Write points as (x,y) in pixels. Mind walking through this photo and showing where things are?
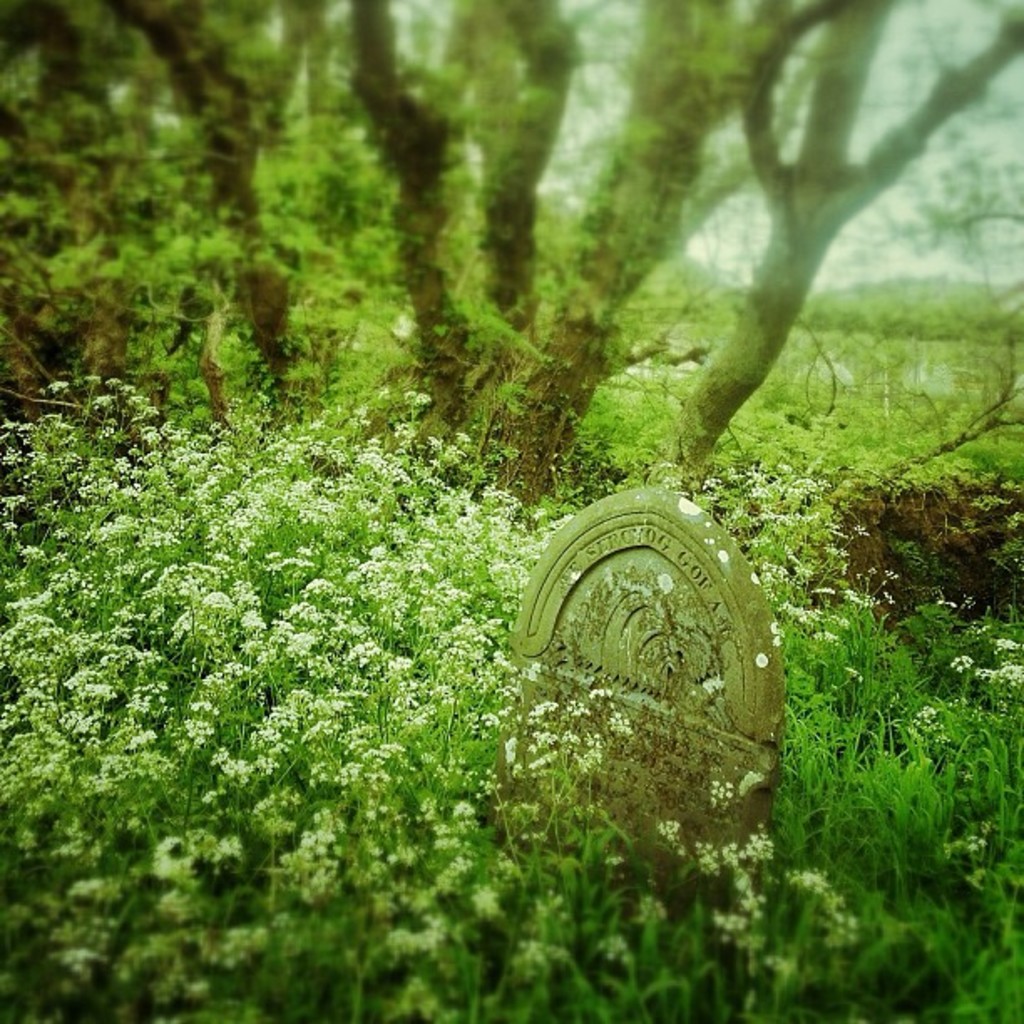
In the picture we can see, full of plants (541,820) in it, we can see a grave stone (766,813) and behind it, we can see trees (558,362) and in the background (713,317) we can see hills (846,319) which are not clearly visible.
